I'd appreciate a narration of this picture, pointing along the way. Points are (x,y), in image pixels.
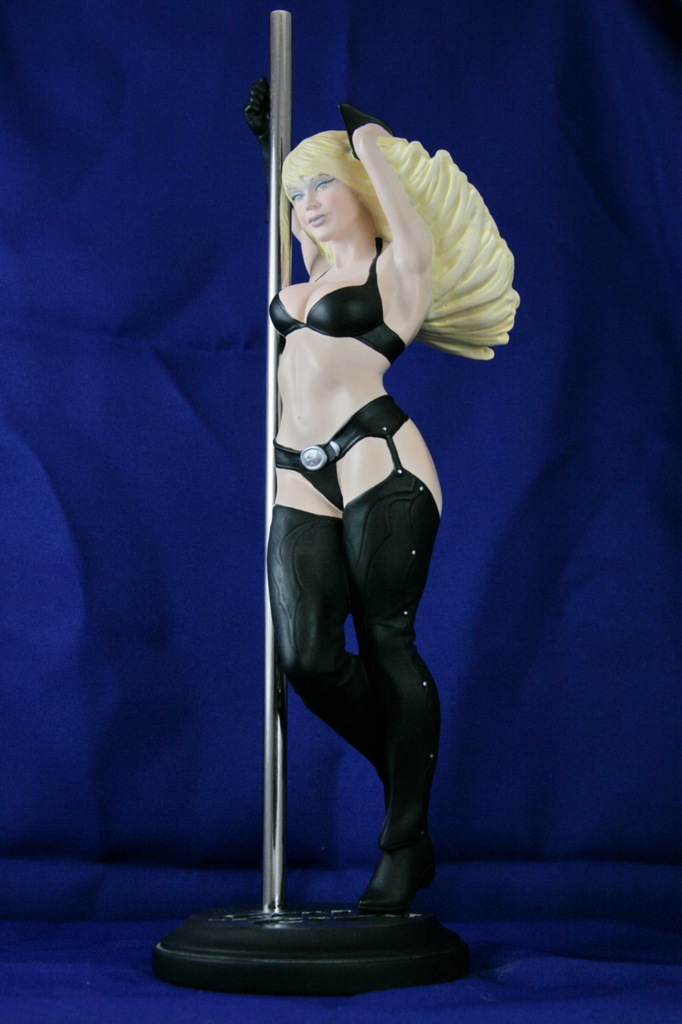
In this image there is a toy (281,952) of a person (295,631) standing and holding a pole (281,263), and there is blue color background (175,66).
